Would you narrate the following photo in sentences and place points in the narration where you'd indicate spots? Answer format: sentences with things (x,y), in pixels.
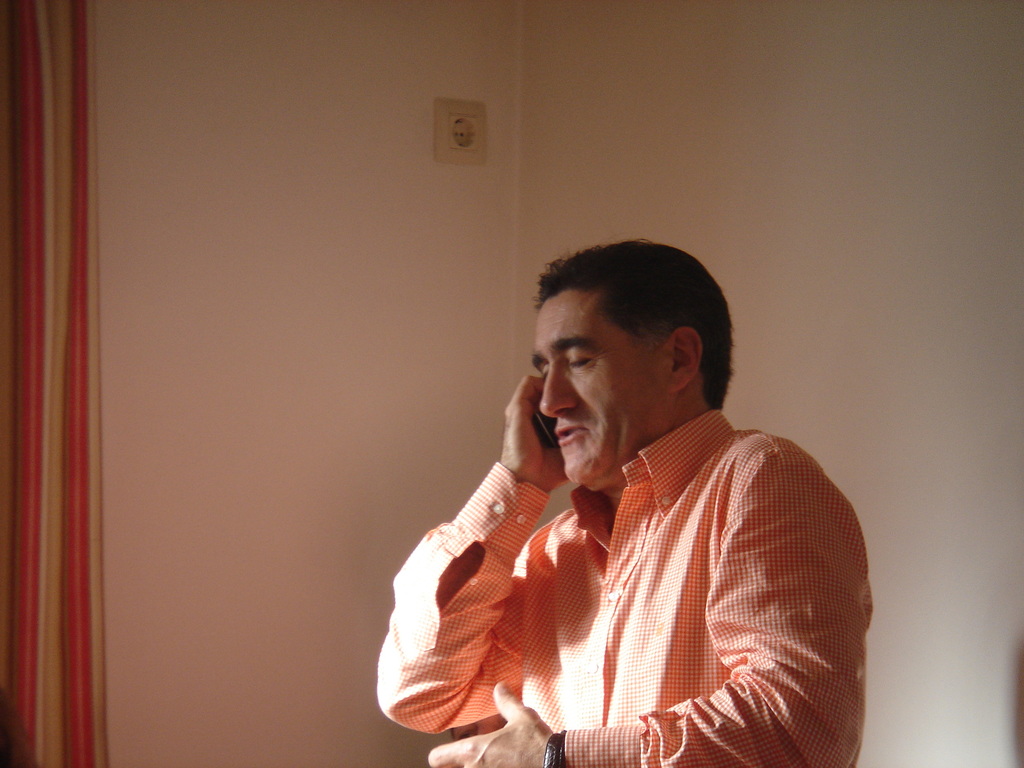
In the center of the image (578,417) we can see a man (659,586) is standing and holding a mobile (550,447) and talking. In the background of the image (925,309) we can see the wall (446,220), board (475,150) and curtain (20,358).
